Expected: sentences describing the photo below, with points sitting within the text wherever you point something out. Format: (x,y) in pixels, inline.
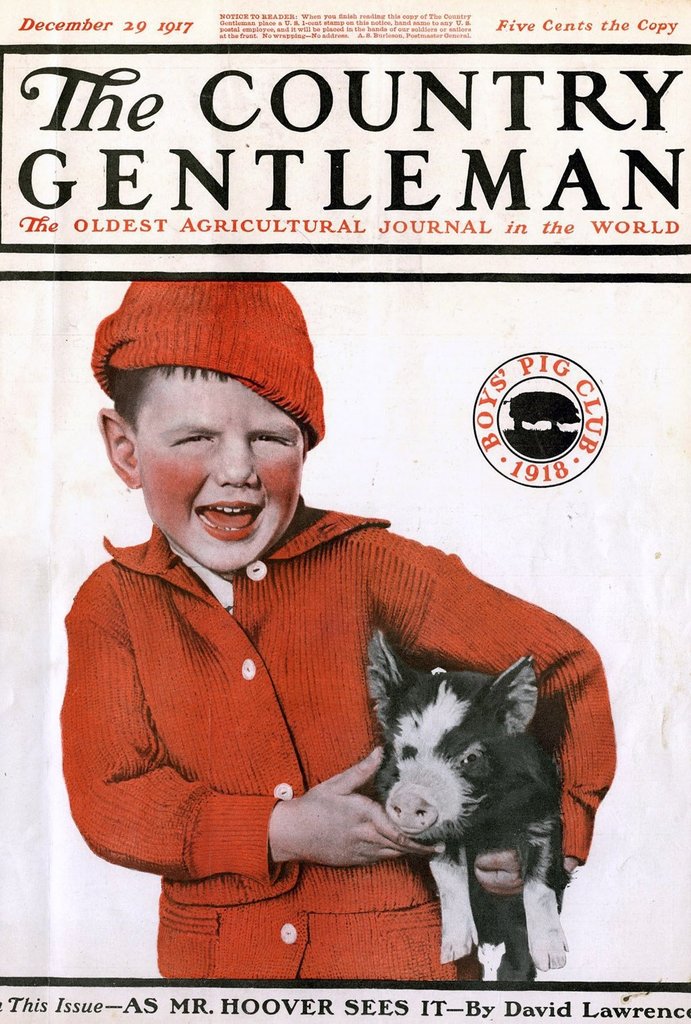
In this picture there is a poster (346,360) in the center of the image (270,372), on which it is written as '' the country gentleman.''
